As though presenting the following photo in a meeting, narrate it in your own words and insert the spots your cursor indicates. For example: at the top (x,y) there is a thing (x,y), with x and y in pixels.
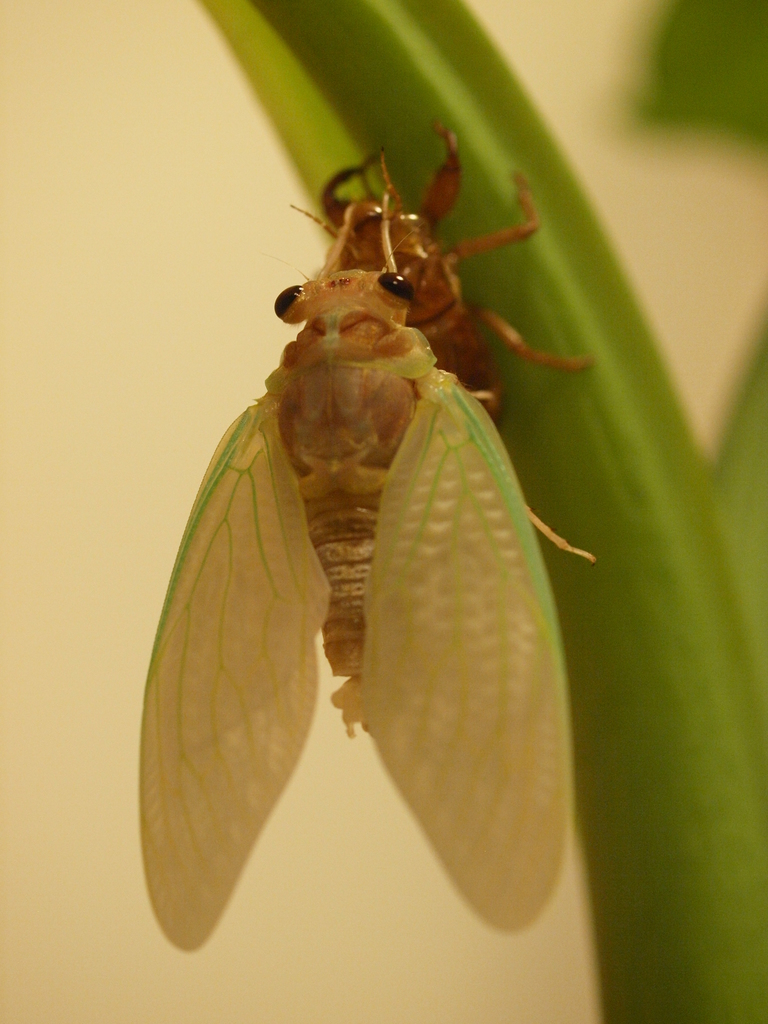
In the picture I can see an insect (253,577) on the stem (547,308) of a plant (547,308). It is looking like a wall (52,271) in the background (274,241).
